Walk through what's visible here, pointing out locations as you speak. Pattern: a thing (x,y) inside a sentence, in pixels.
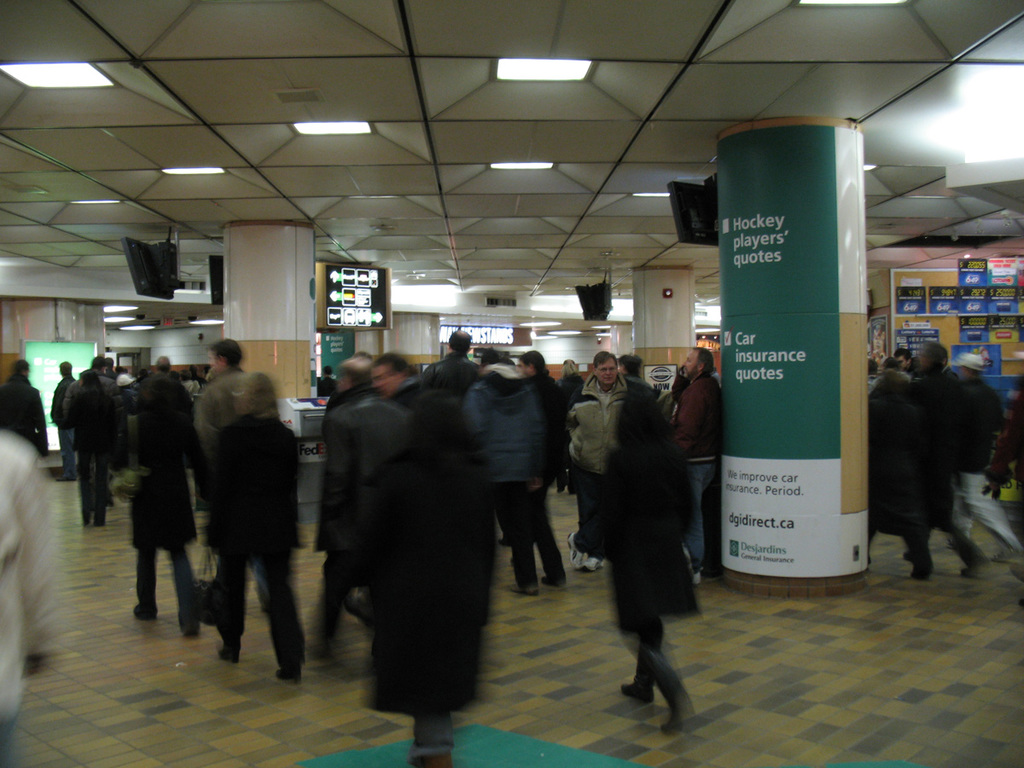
In this image we can see there are people (496,497) walking on the floor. And there are pillars (781,348). At the side there is a board (958,285) with posters (944,297). And there is a sign board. At the top (449,122) there is a ceiling (387,194) with lights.
